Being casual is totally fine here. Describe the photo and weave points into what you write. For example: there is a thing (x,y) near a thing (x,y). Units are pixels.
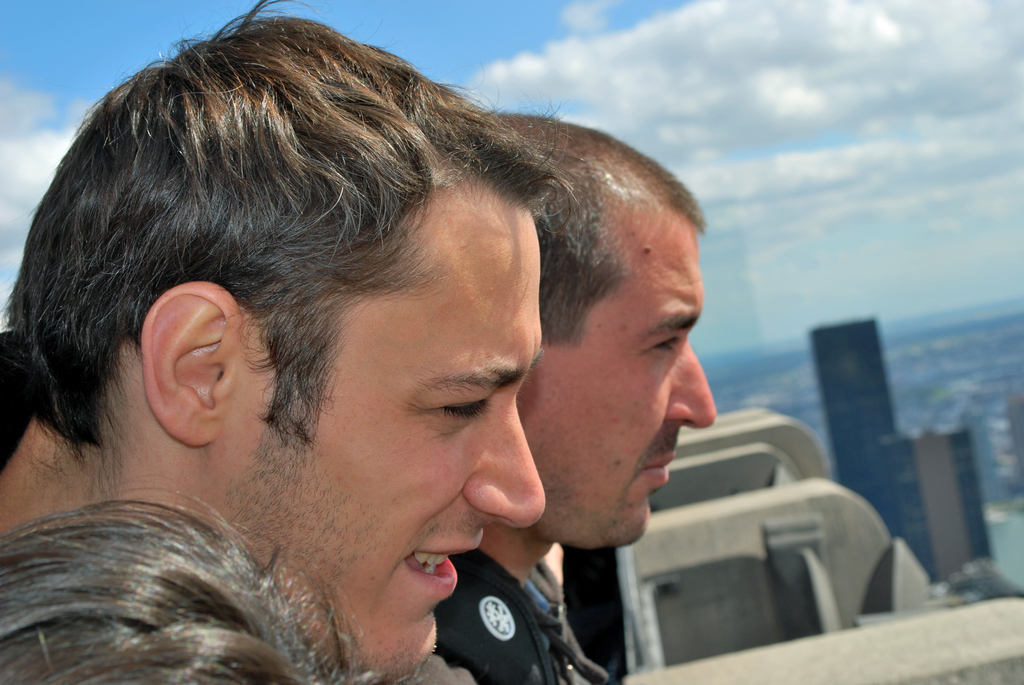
In this image we can see some people (417,408) and there are some buildings (856,486) on the right side of the image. At the top (840,99) we can see the sky (795,331) with clouds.
